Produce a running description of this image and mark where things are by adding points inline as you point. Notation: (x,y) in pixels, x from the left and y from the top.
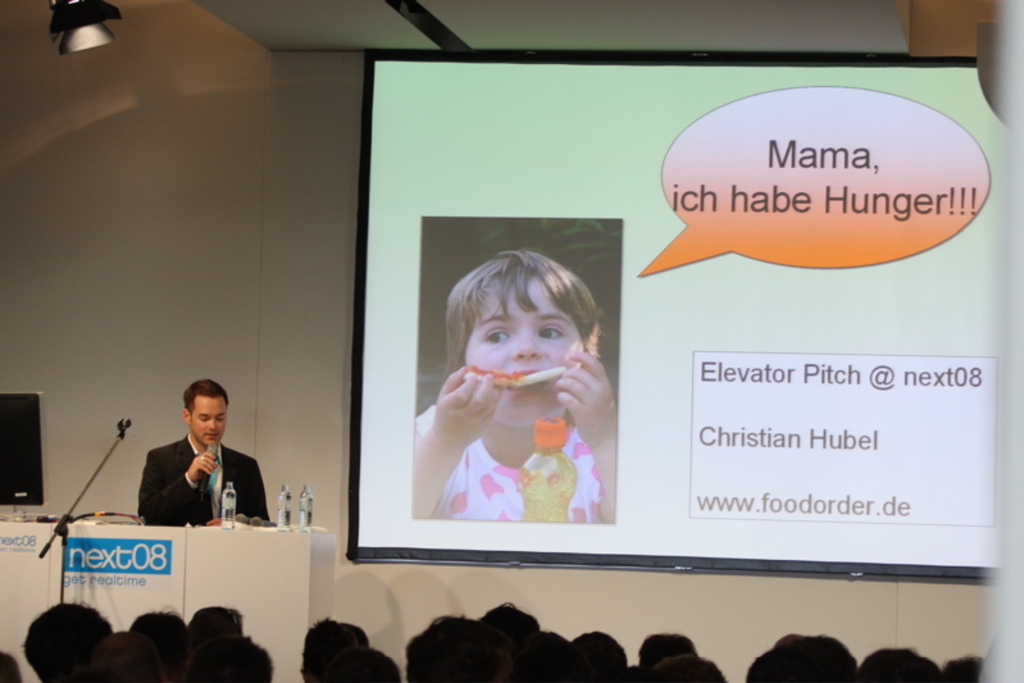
In this image at the center (470,340) there is a screen (601,431) attached to the wall (285,220). In front of the screen (391,300) there is a table (203,567) and on top of the table (106,529) there is a mike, water bottles (303,517), laptop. Behind the table (223,549) there is a person (227,452) standing by holding the mike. In front of him there are a few people (675,646) standing on the floor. On top of the roof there is a light (57,10).
